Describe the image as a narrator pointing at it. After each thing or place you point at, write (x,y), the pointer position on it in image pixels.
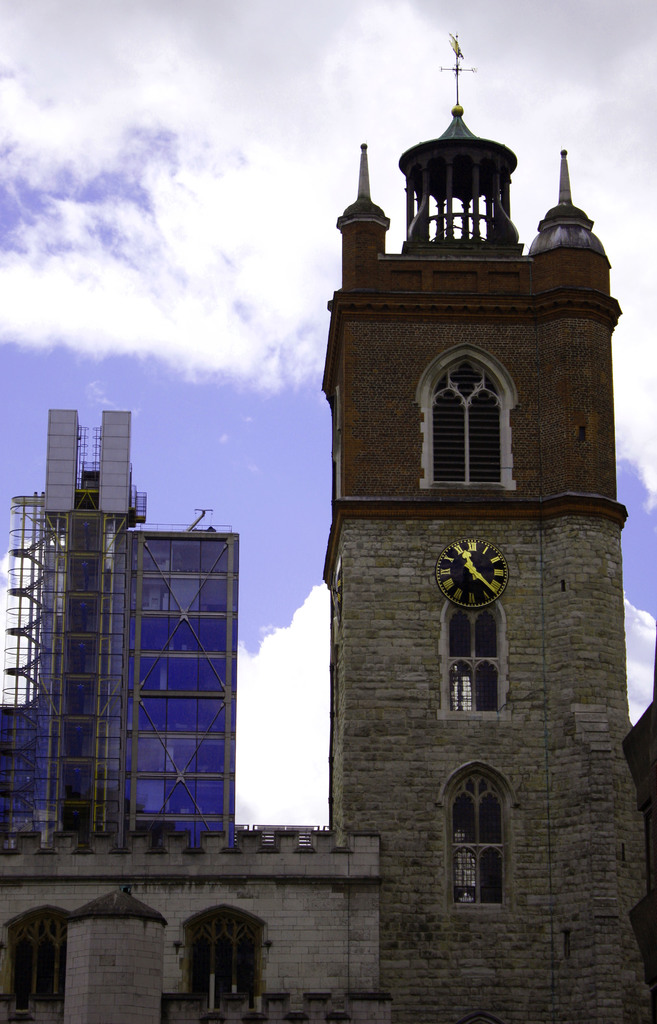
In this image there are buildings (454,616), on the building (505,600) there is a clock (454,555) and an antenna (457,100). At the top of the image (393,212) there are clouds (219,327) in the sky (219,412).
